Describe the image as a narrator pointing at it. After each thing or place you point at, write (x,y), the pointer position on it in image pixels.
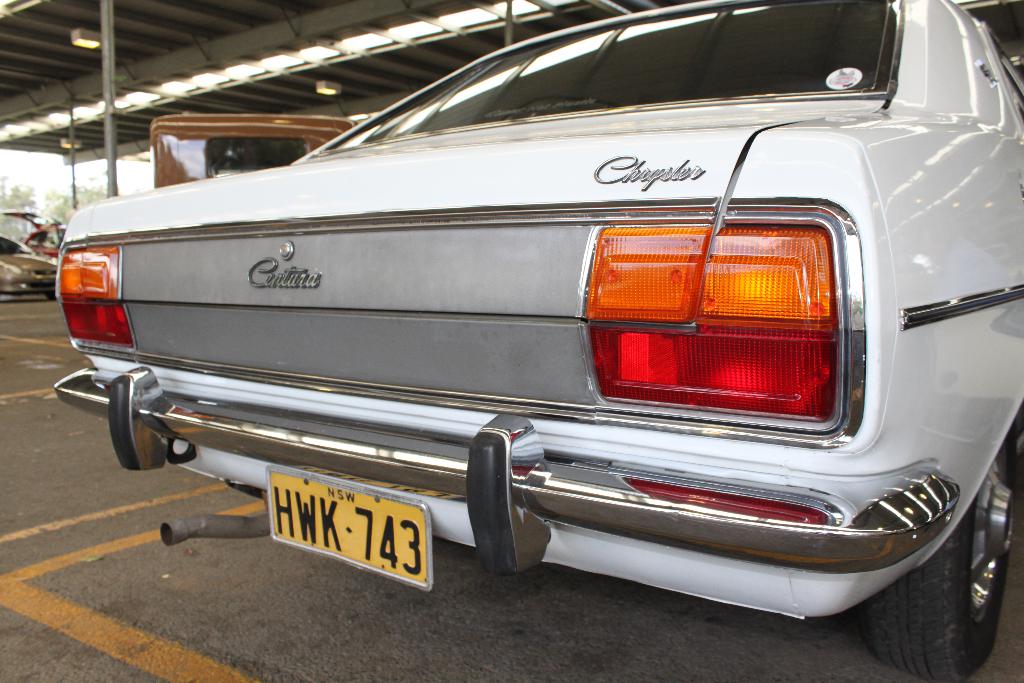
In the image there is a car (520,304) on the road (263,666), In the back (19,248) there are many cars (37,266) under the shed (155,8).
